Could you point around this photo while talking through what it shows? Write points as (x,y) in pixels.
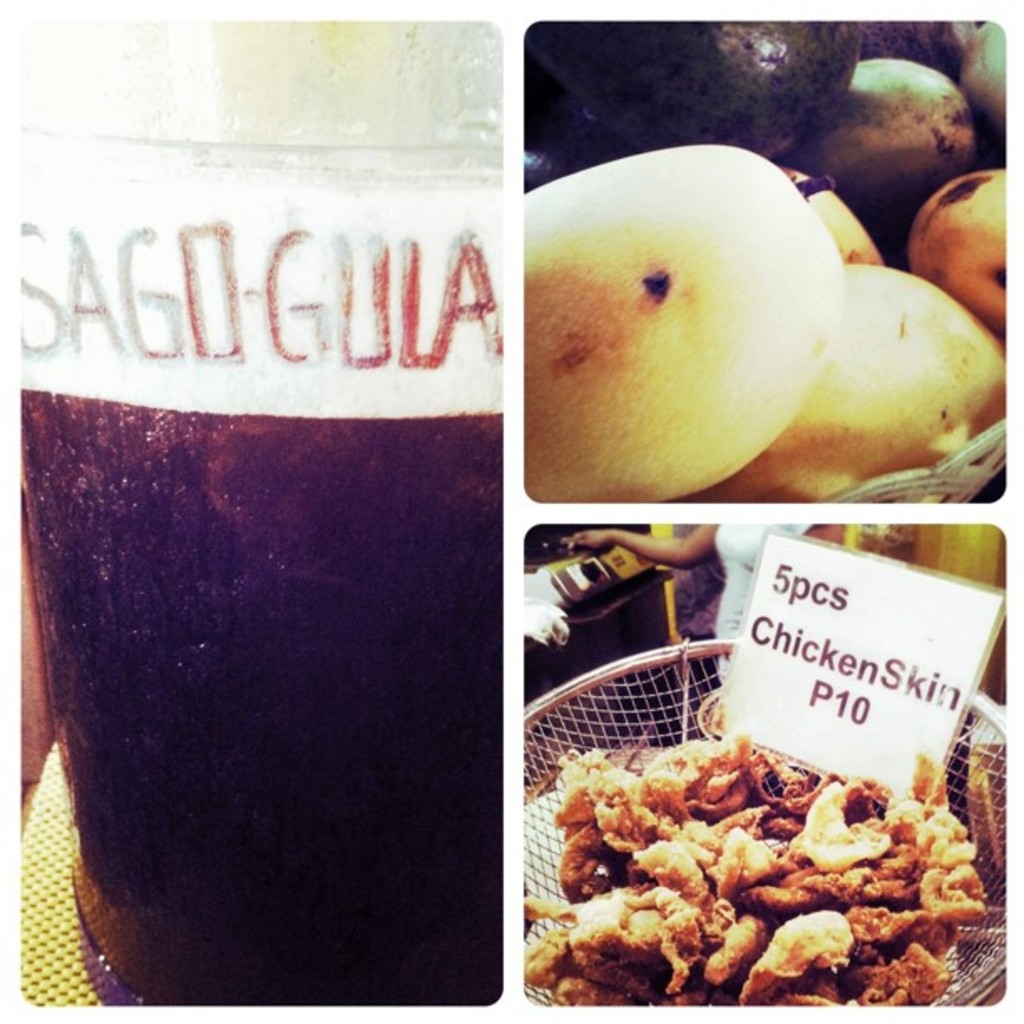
The picture is a collage of three images. At the bottom (775,762) there are people (741,565), sign (842,649) and some food item (723,828). At the top (614,173) there are fruits (806,210). On the left (186,866) there is a drink (204,475) in a jar (193,591).
